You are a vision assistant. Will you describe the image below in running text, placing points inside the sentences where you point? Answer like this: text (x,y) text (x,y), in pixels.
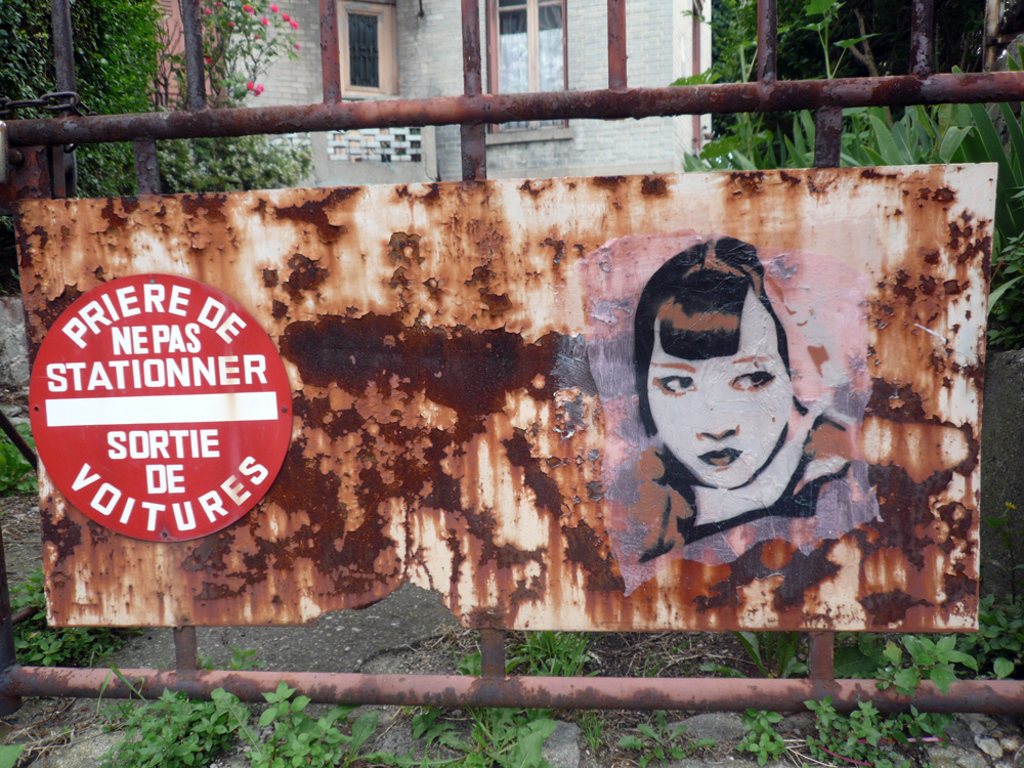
In this image there are boards (332,417), building (570,30), plants (962,152), trees (120,52) and objects (920,18). Something is written on the board (175,402).
